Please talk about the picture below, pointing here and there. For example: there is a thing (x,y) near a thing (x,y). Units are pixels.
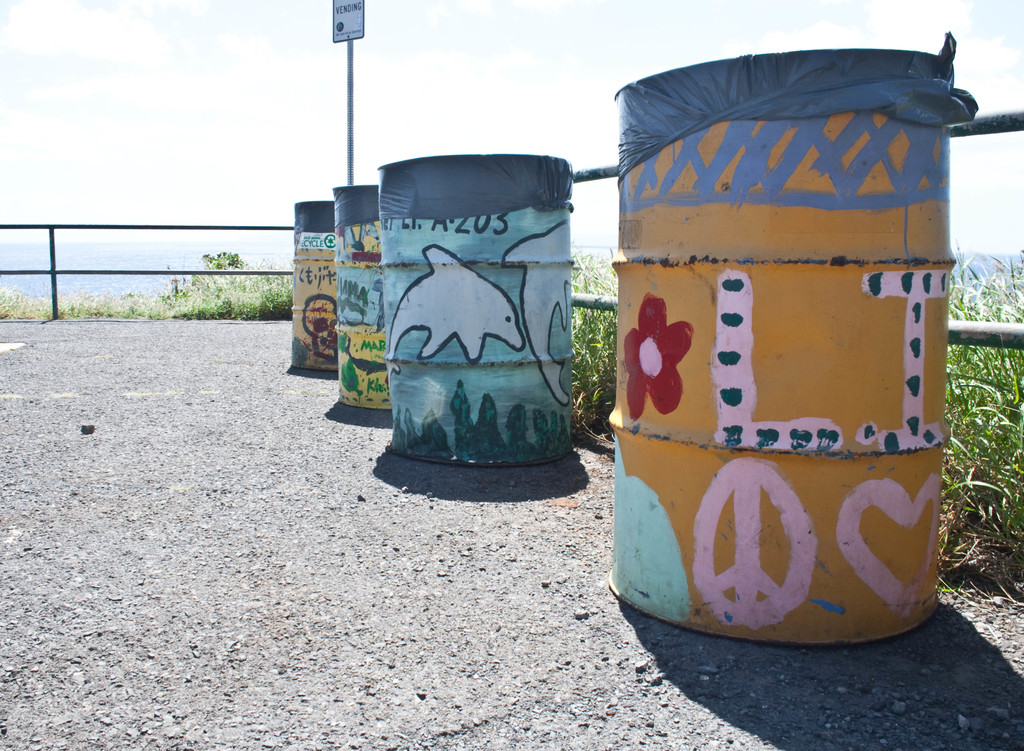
In this picture we can see four painted barrels (551,432) on the ground (95,537) with covers (444,194) on it, name board (357,26) attached to a pole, fences (8,269), plants (576,311) and in the background (220,117) we can see the sky (230,83) with clouds (120,95).
